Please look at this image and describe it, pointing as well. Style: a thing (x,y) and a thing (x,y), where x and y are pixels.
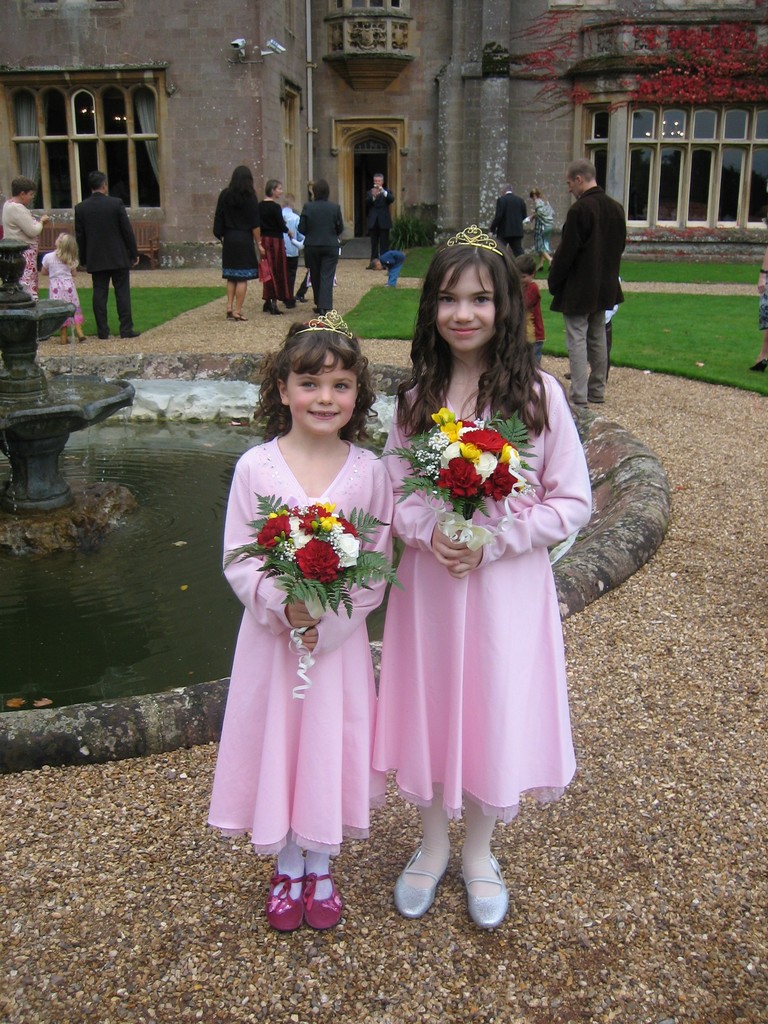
In this image we can see two children (489,626) standing on the ground (242,855) and carrying bouquets (489,469) in their hands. In the background (426,187) we can see persons (394,253) standing on the ground (183,284), fountain (64,433), water (135,594), ground (397,808), creeper (738,74), building (401,55), cc cameras (284,49) and windows (665,156).
